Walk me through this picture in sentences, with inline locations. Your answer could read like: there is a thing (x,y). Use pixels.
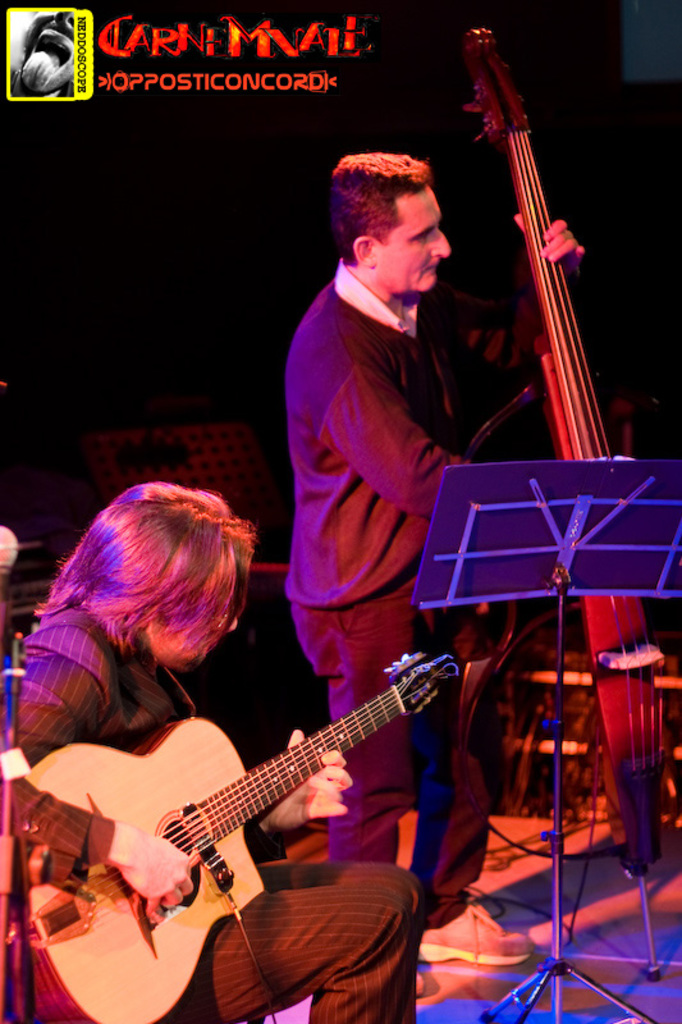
A man (153,603) is sitting and playing guitar (178,938). Beside him there is another man (465,812) standing and playing double bass (505,121).
